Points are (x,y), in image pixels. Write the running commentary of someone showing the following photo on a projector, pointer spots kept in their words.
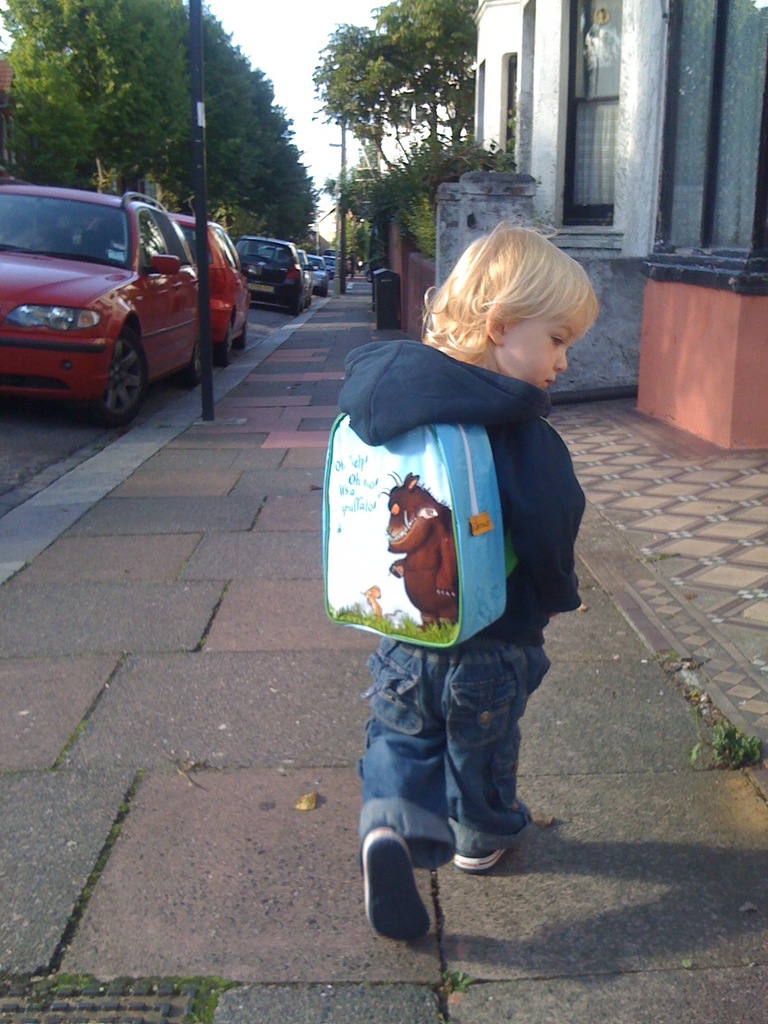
In this image there is the sky (296,23) towards the top of the image (296,33), there are trees (356,106) towards the top of the image (461,53), there are poles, there is road (33,447) towards the left of the image (27,439), there are cars (172,268) on the road (33,428), there is a dustbin (390,294) on the ground (354,330), there is a boy (444,704) walking, he is wearing a bag (400,520), there is a wall (716,335) towards the right of the image (725,351), there are windows (713,104) towards the right of the image (726,132), there is grass (84,988) towards the bottom of the image (121,979).
